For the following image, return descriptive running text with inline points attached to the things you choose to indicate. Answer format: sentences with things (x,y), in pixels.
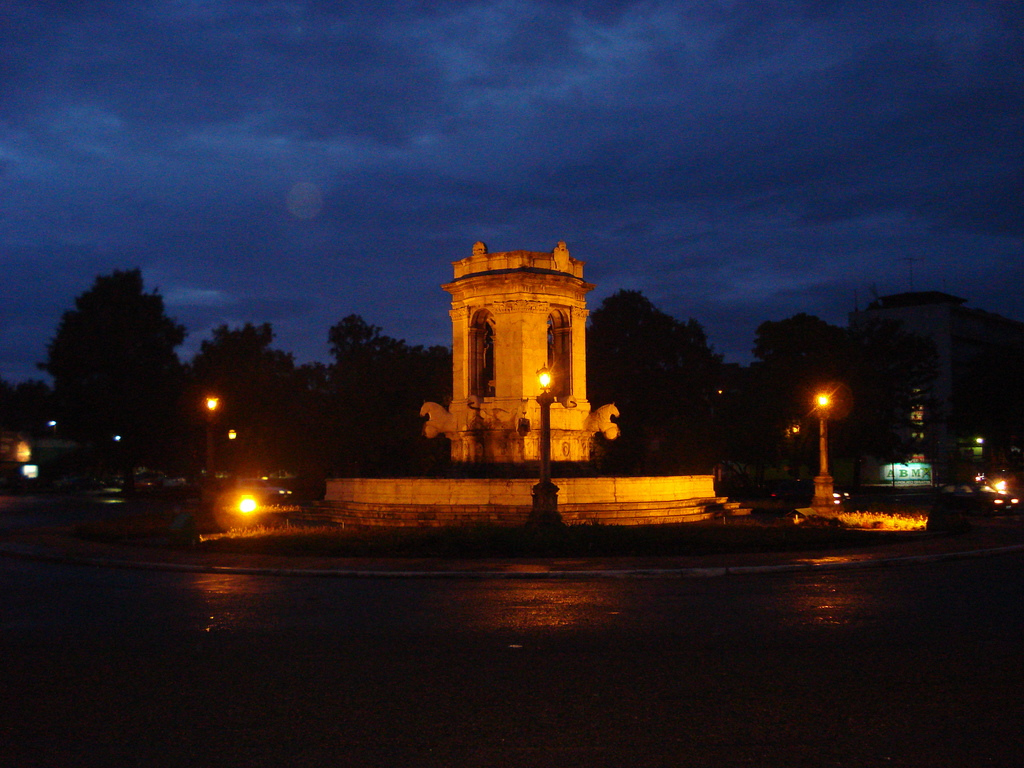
In this image we can see the monument (508,510), grassy land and light poles (550,479). Behind the monument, trees (768,373) are there. We can see the buildings (942,396) on the right side of the image (957,438). The sky (785,182) is covered with clouds (566,94). It seems like road (430,651) at the bottom of the image (177,680).
